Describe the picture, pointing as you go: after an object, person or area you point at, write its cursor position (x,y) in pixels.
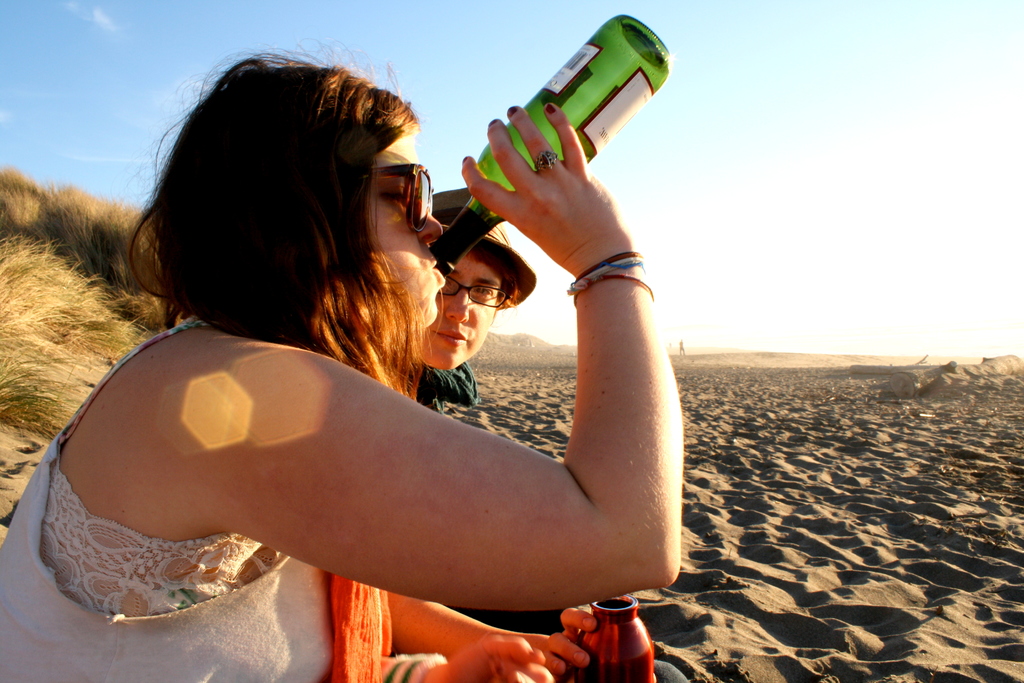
This is the picture of a lady (367,375) who is holding the bottle (664,68) and drinking and beside her there is a person (489,316) who wore a spectacles (465,286) sitting on the sand (479,406) and behind them there is some grass (94,289).
